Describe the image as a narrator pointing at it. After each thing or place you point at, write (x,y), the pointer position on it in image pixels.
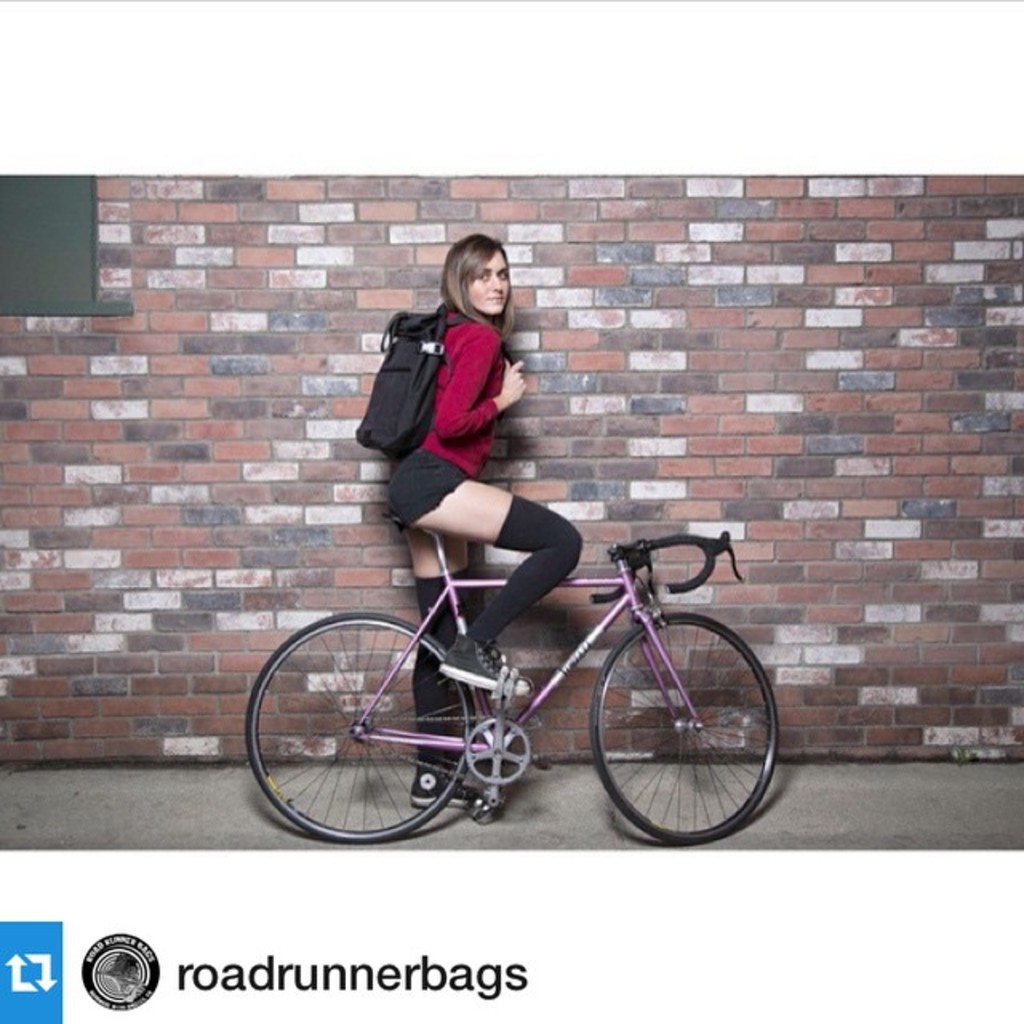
In this picture there is a woman (452,254) in the center, sitting on a bicycle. She is wearing a red top (443,447), black shorts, and a black bag (409,444). In the background (294,232) there is a brick wall (702,334) and to the left bottom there is a text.
